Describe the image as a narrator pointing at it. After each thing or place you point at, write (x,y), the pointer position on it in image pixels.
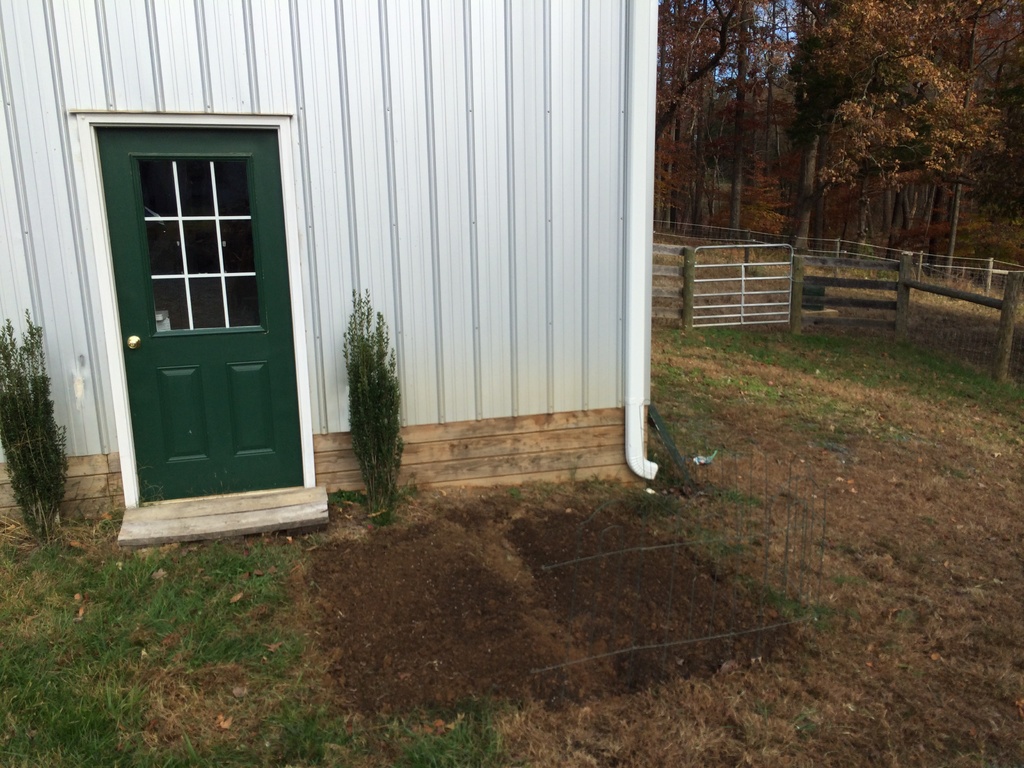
In this image we can see a house (529,251) with a door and there are two plants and grass (783,391) on the ground (789,392). We can see the fence (719,294) on the right side of the image (1014,307) and there are some trees (767,85).
